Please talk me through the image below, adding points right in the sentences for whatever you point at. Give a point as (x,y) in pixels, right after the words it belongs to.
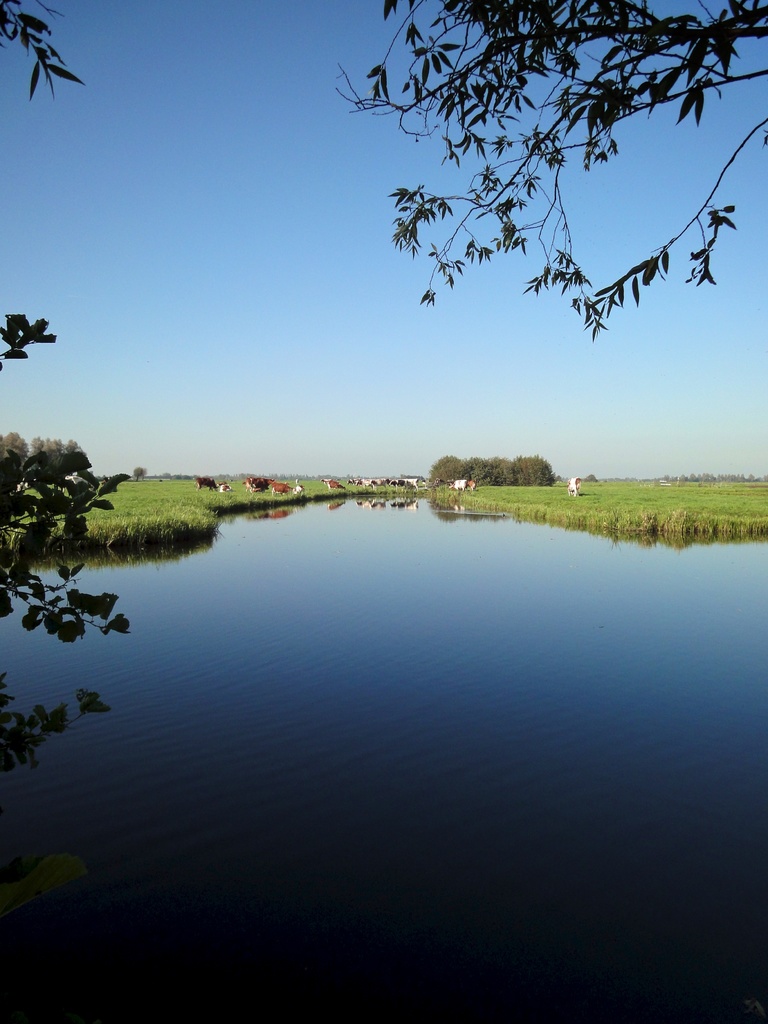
In this image we can see a few cows (573,485) in the grass (240,485), there we can see water (355,497), few trees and the sky (224,190).
